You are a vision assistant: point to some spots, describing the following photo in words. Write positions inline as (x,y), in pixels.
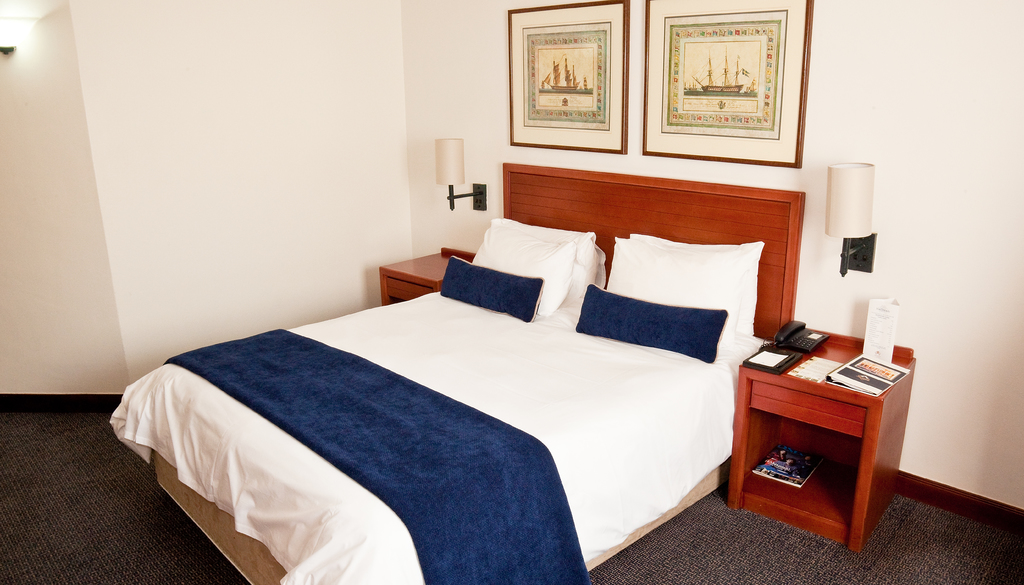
This is the picture of a room (666,336) where we have a bed (577,359) and several pillows (655,314) and a blanket (285,402) on it which are in white and blue color and beside the bed (259,481) there are two desk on each side on which some things (784,328) are placed and there are two lamps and two frames (712,156) to the wall (715,177).
